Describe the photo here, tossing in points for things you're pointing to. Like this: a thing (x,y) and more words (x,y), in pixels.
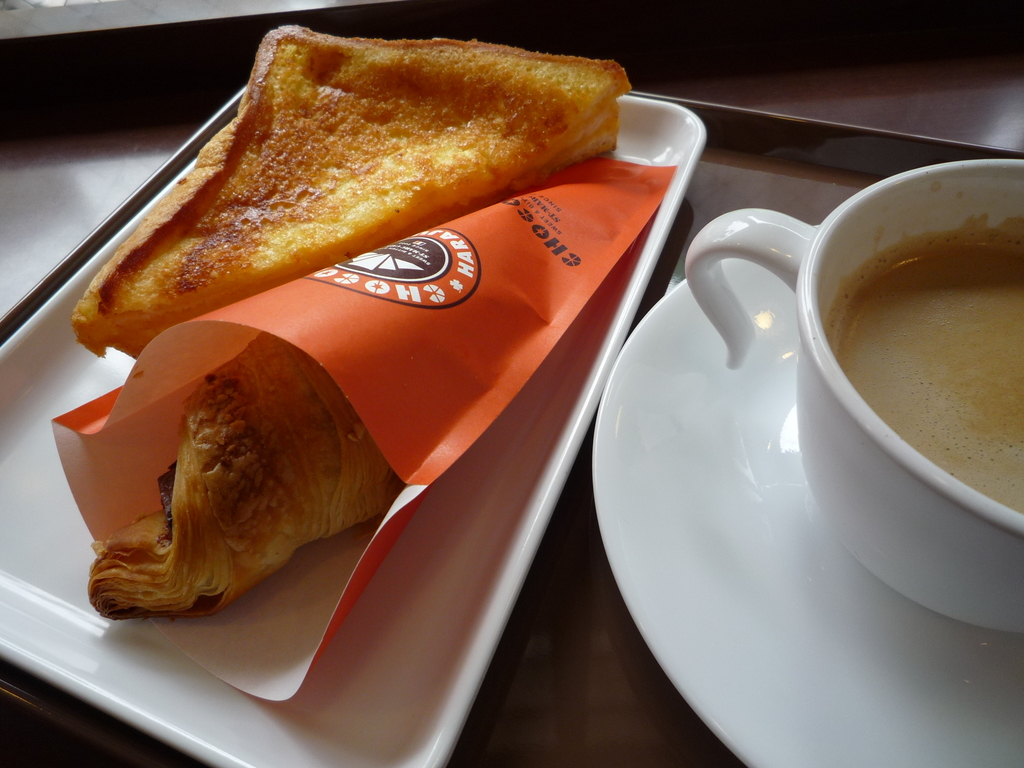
This is the picture of a plate (796,419) in which there is a cup (895,510) in the plate (797,449) and a tray (452,540) in which there is a bread (398,87) and something in the orange cover (83,475).
